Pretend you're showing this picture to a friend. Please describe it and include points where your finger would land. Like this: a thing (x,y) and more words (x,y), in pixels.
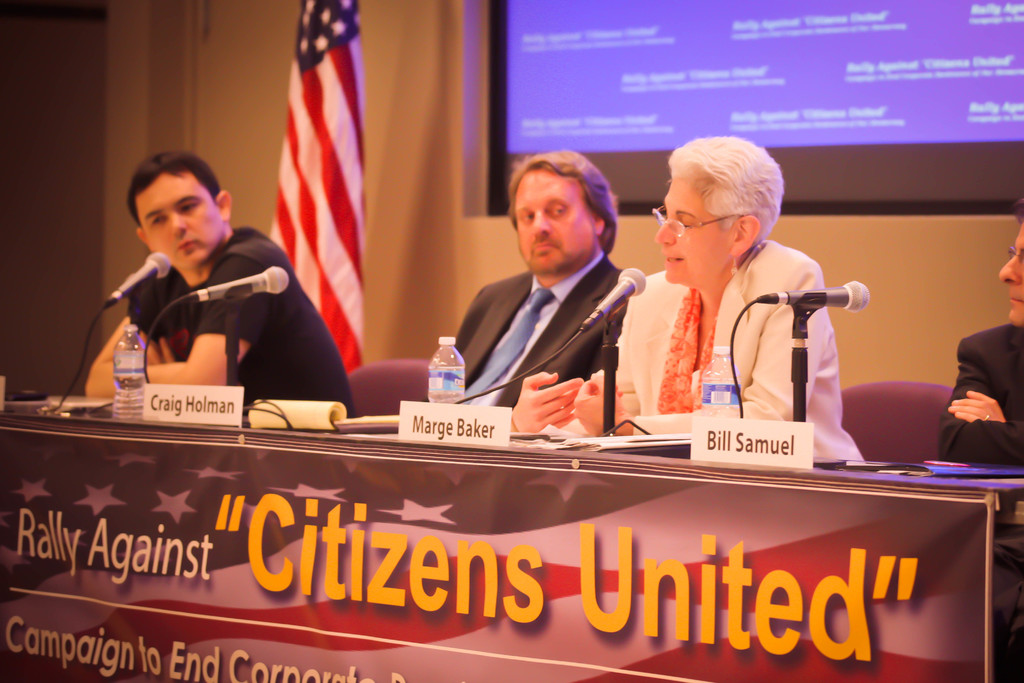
There are four persons (984,424) sitting on the chairs (890,447). This is a table (530,447). On the table (898,488) there are bottles (455,398), papers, and mike's (605,314). This is a banner (536,587). In the background (545,27) we can see a flag (350,43), wall (433,149), and a screen (914,116).
